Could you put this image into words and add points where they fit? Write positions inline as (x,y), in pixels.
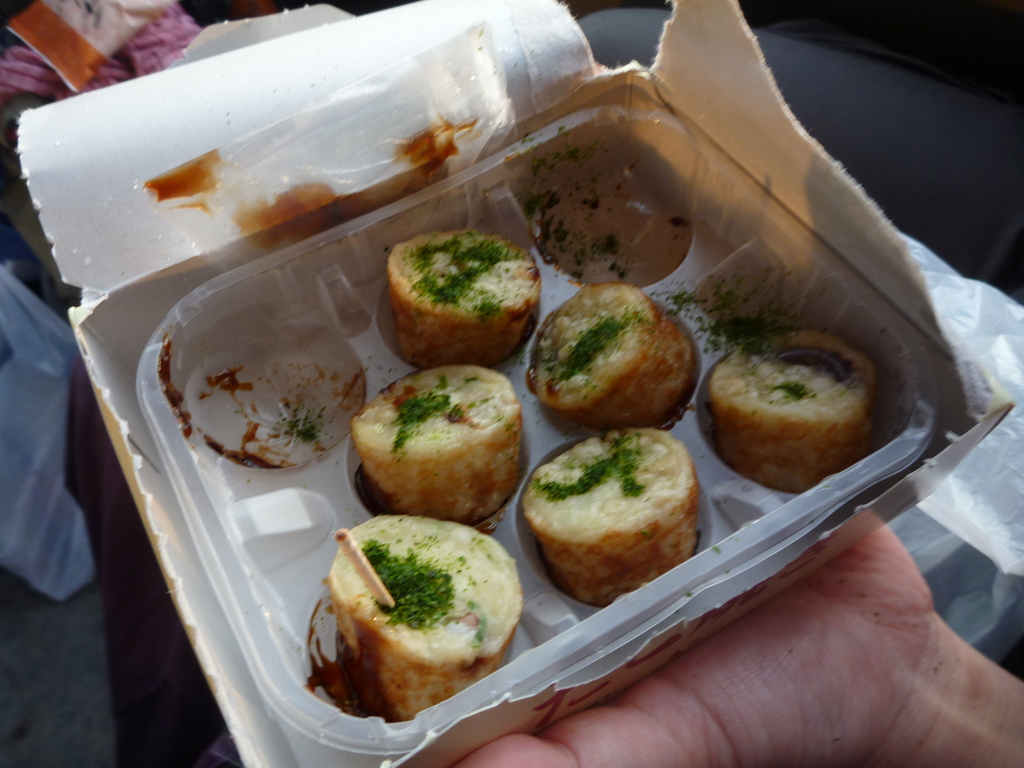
In this image we can see a person (886,642) holding a food item (409,498) in a box (336,341).
